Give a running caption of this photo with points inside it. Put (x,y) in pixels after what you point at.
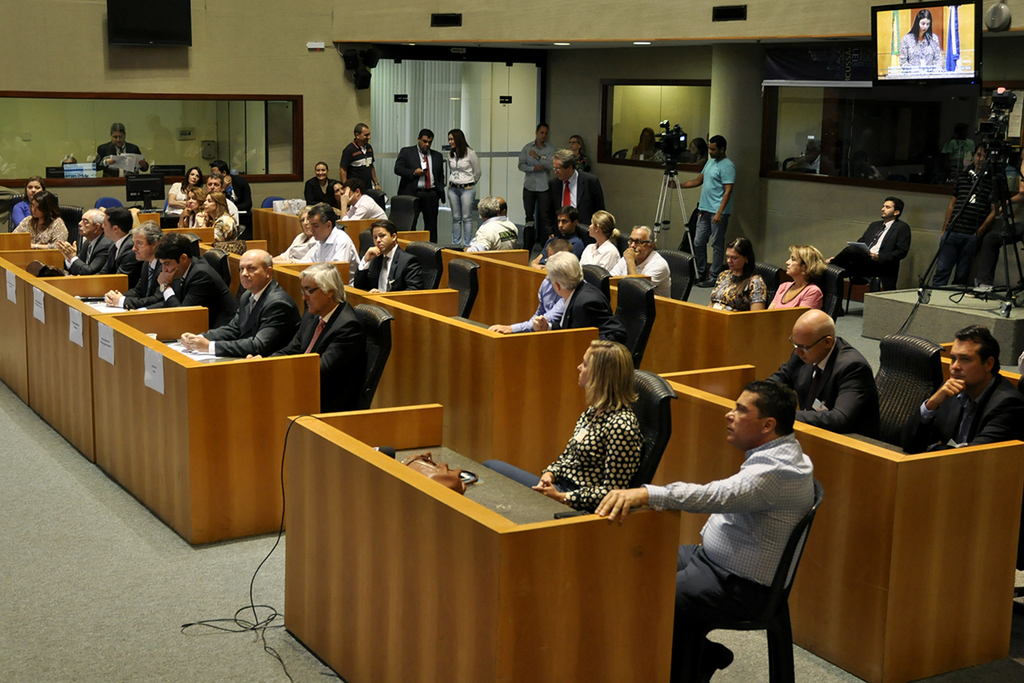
There are many people (179,274) sitting in the chairs (474,279) in front of their tables (426,447), those are like cabins (415,530). There are men (558,326) and women (611,466). In the background (410,157) some of them are standing. We can observe a video camera (672,136) here and a television (909,49). There is a wall (132,73) here.
